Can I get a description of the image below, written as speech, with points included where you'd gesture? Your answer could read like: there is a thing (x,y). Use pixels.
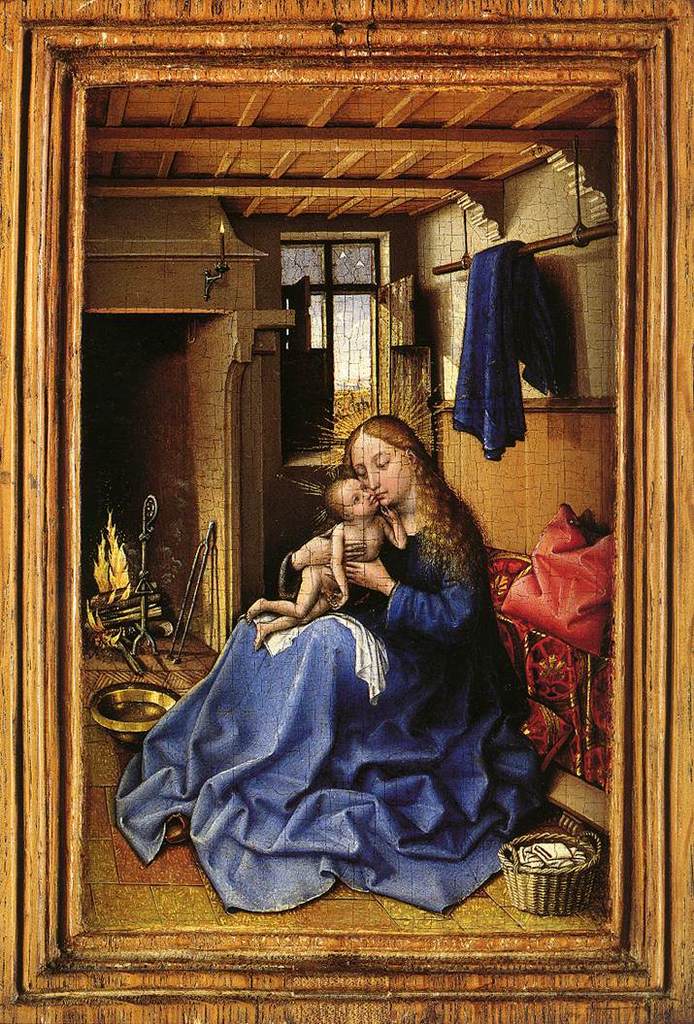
In this image there is painting (600,201), in that painting (294,726) there is a lady (304,717) holding a baby (332,554) in her hands (376,570), in the background (294,289) there is a fire pit (121,492), window (366,270), at the top (347,157) there is a wooden ceiling (390,99) and a cloth (510,306).
